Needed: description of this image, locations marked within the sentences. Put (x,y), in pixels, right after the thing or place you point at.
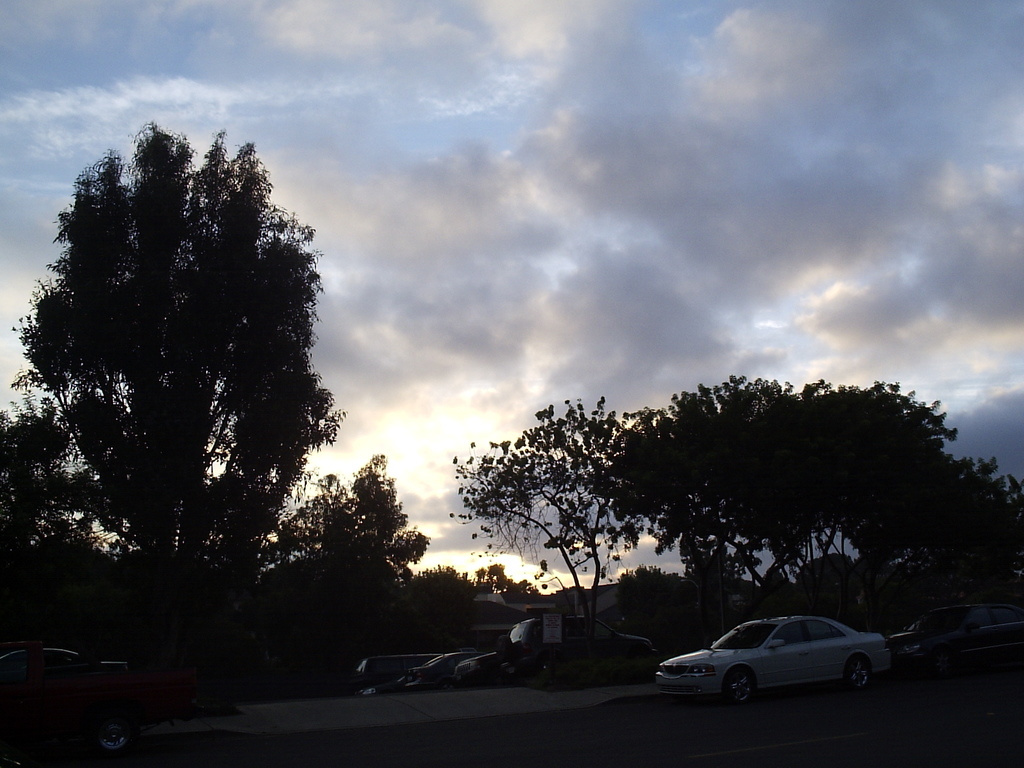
In this image I can see the vehicles (501,675) on the road (680,745). In the background (424,536), I can see the trees (700,486) and clouds (581,260) in the sky (606,142).
